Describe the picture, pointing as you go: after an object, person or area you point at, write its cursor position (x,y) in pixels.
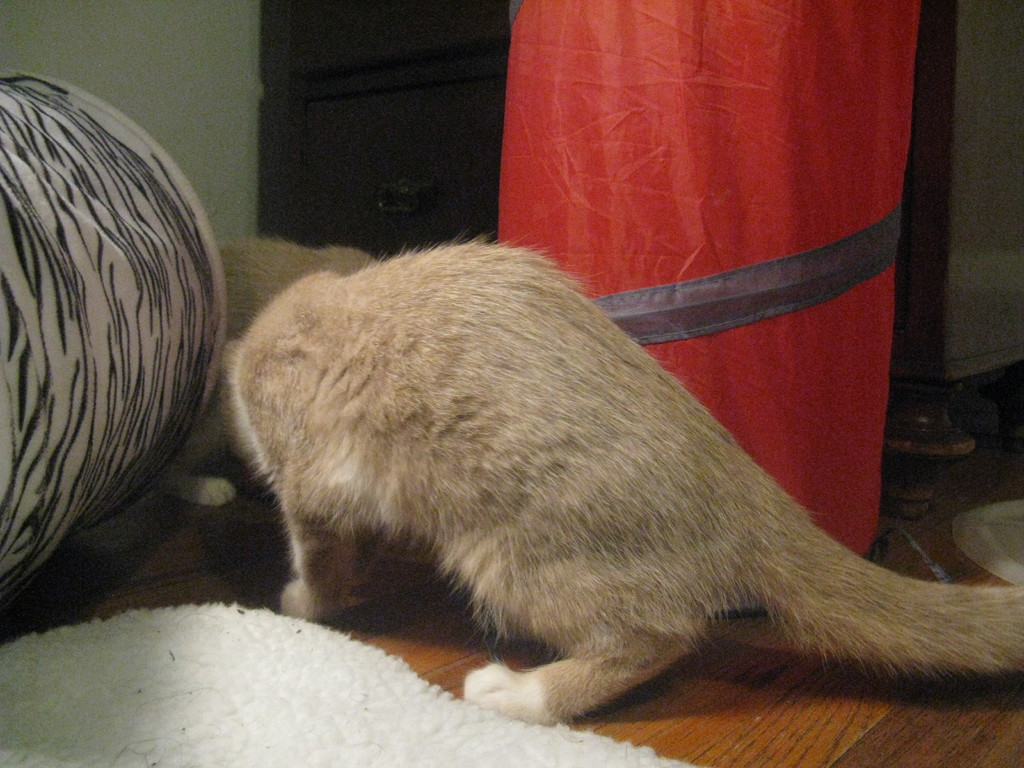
In this picture I can see couple of cats (251,390) and baskets (188,339) and I can see a carpet (376,693) on the floor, looks like a furniture leg (940,460) on the right side (909,413).
